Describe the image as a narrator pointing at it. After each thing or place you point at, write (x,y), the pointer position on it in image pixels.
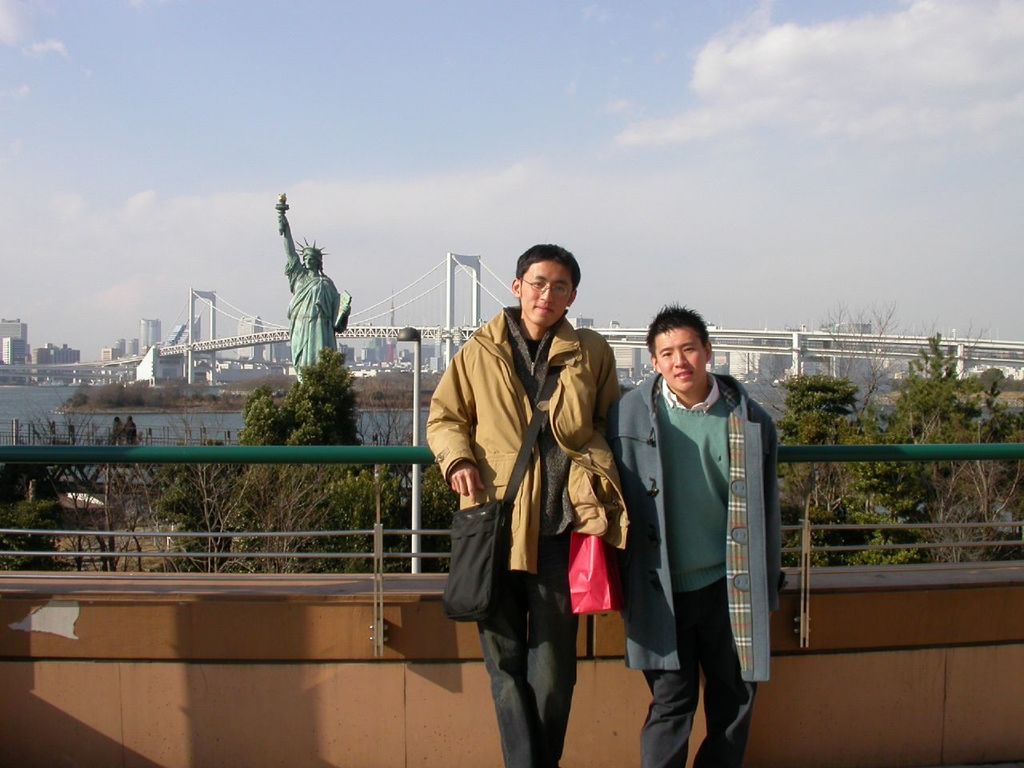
This image consists of two persons (568,439). On the left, the man (600,516) is wearing a bag (484,576). In the background (360,541), there is a railing (65,457) and a statue (328,337). And we can see a bridge (773,344). At the top (719,126), there is sky (642,129). And we can see trees (933,421) and plants (19,560).
